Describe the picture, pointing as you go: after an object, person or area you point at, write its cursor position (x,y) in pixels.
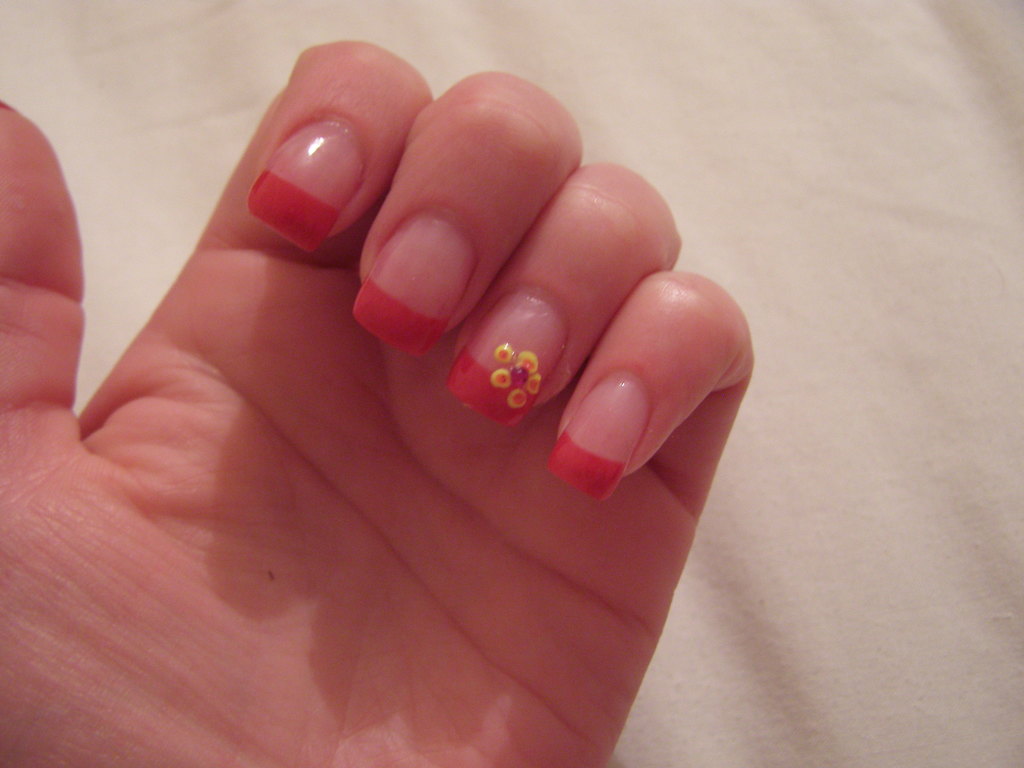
In the picture we can see a hand (525,592), palm (525,592) and showing a nail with some part of nail polish paint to her nails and on one nail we can see a painting of a flower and in the background (972,177) we can see a cream color surface (972,177).
